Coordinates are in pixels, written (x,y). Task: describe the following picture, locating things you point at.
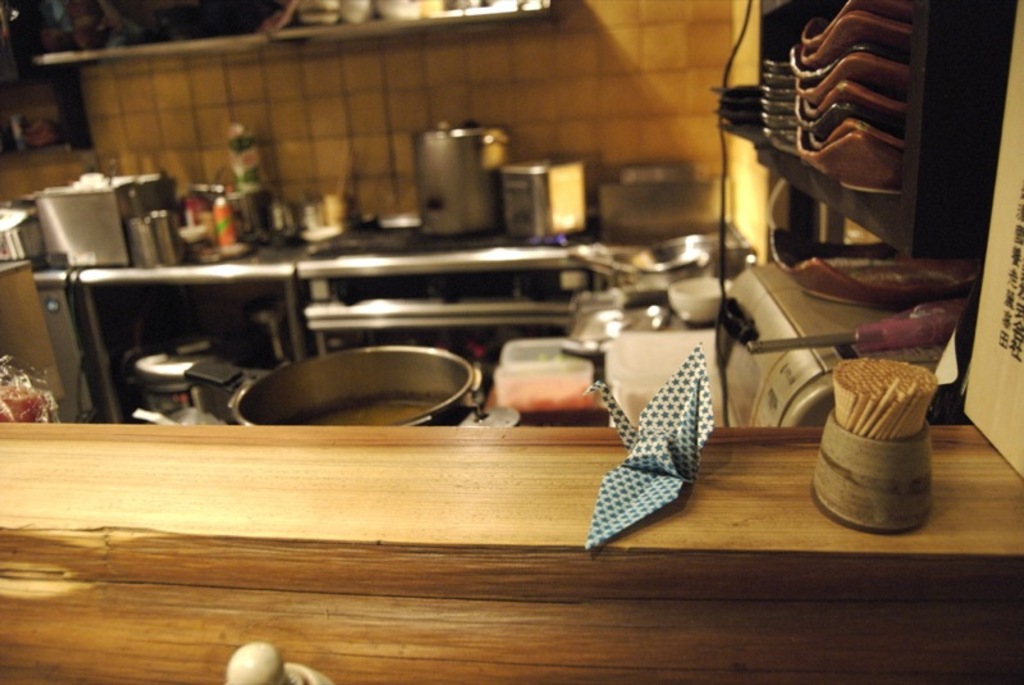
This image is clicked inside kitchen (1017,259), in the front there are toothpicks (893,407) on a table (340,506) along with a paper (709,416) and behind there are many utensils (108,224), bowls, jars (202,204), pans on the table (534,265) in front of wall (333,111), on the right side (814,153) there are plates (822,88) in a rack (827,184).
